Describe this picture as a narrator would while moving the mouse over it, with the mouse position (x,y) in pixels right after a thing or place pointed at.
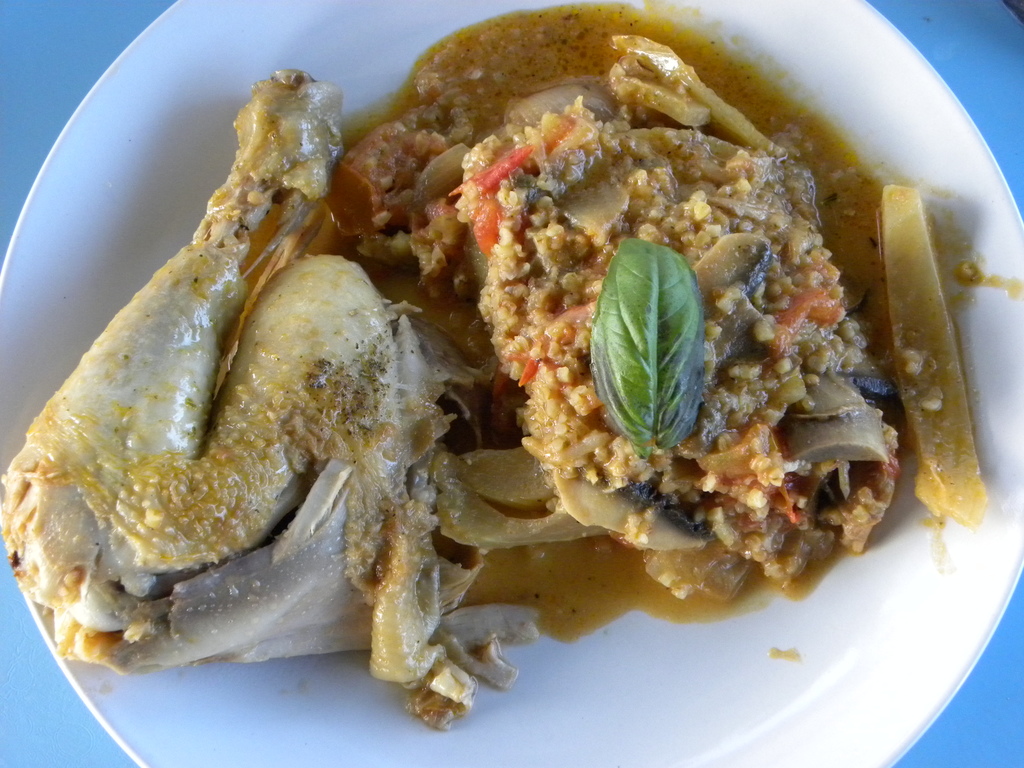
In this image, we can see some eatable things (524,399) and food (592,430) is placed on the white plate (754,54). Background (62,65) we can see blue color.
